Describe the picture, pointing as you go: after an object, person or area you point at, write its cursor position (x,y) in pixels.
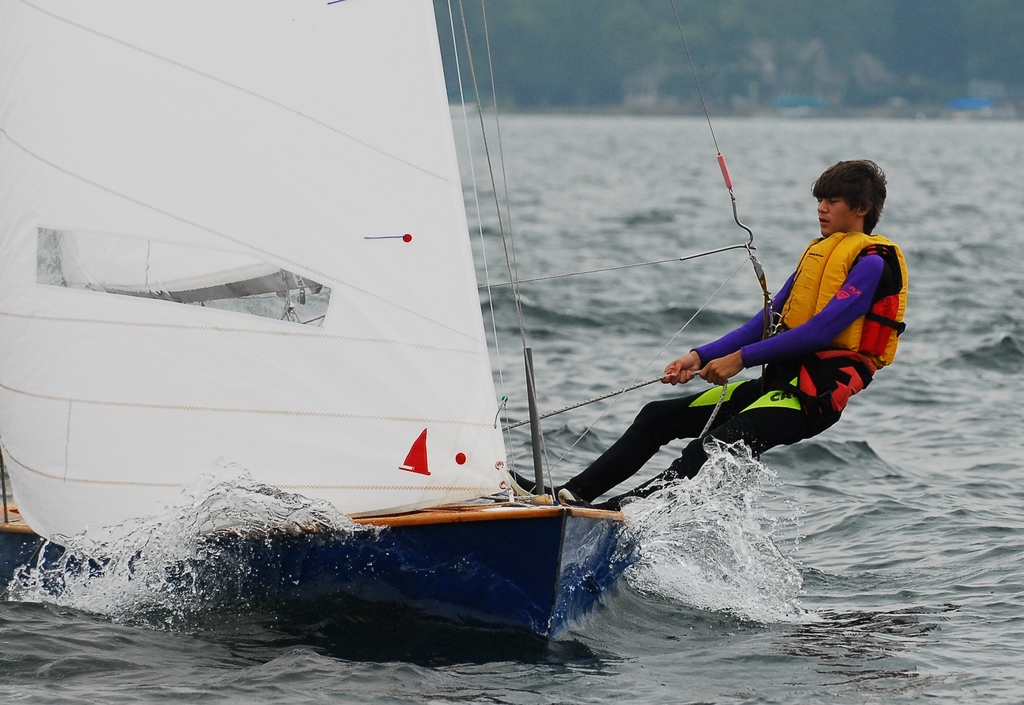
In this image we can see a watercraft (610,397). We can see the sea (635,381). There is a person (709,370) in the image. There are many trees (701,34) at the top of the image (843,66).
